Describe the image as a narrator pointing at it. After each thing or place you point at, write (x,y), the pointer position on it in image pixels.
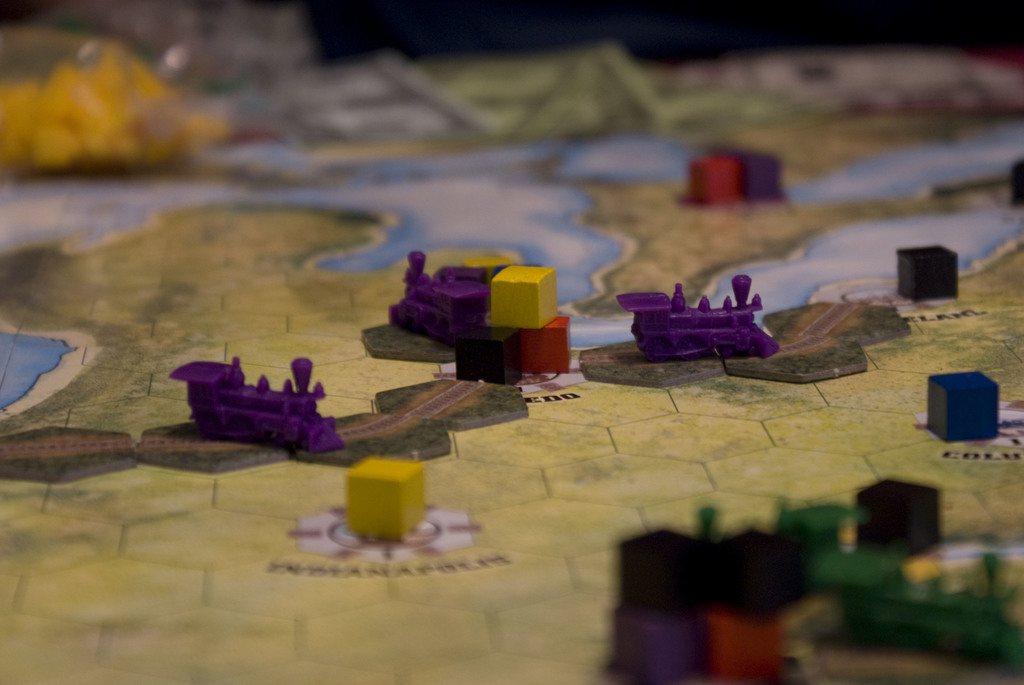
There are toy trains (420,323) and blocks (502,349) on a map (286,471).
